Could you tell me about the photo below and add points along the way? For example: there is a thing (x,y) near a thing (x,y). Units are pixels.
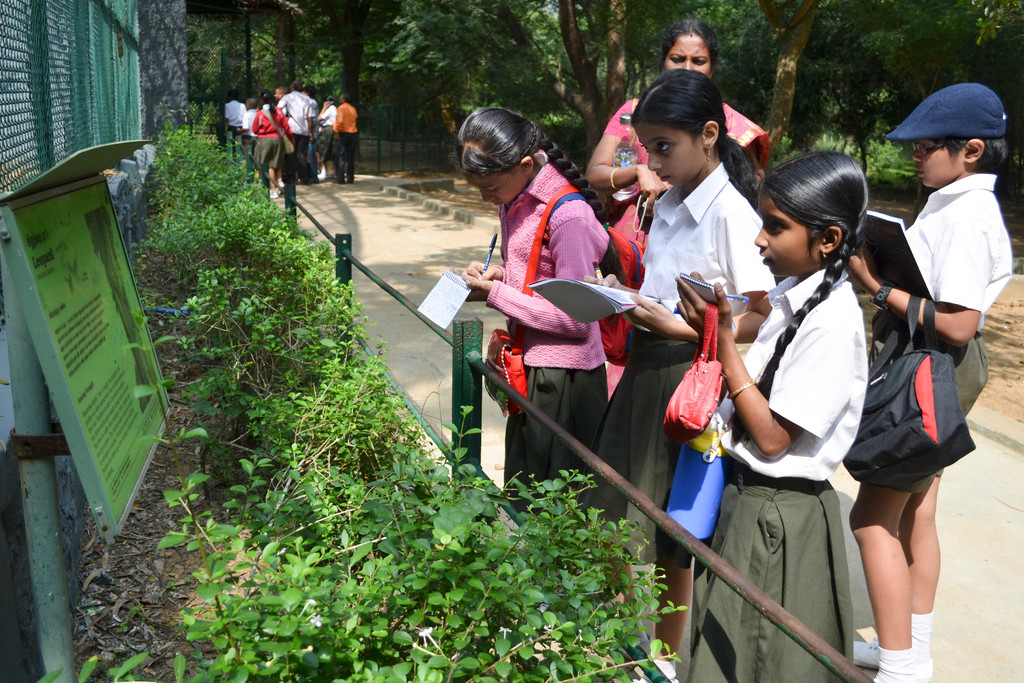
On the right side (795,370), we see four children (803,521) are standing. They are writing something in their books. Beside them, we see a woman (593,184) in pink saree (635,204) is standing. In front of them, we see an iron railing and the plants (482,531). We even see a green color board (125,355) with some text (101,364) written on it. Behind that, we see a fence (90,101). In the background (272,102), we see children (242,110) are standing. There are trees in the background (422,66). This picture is clicked in the park (482,70).
